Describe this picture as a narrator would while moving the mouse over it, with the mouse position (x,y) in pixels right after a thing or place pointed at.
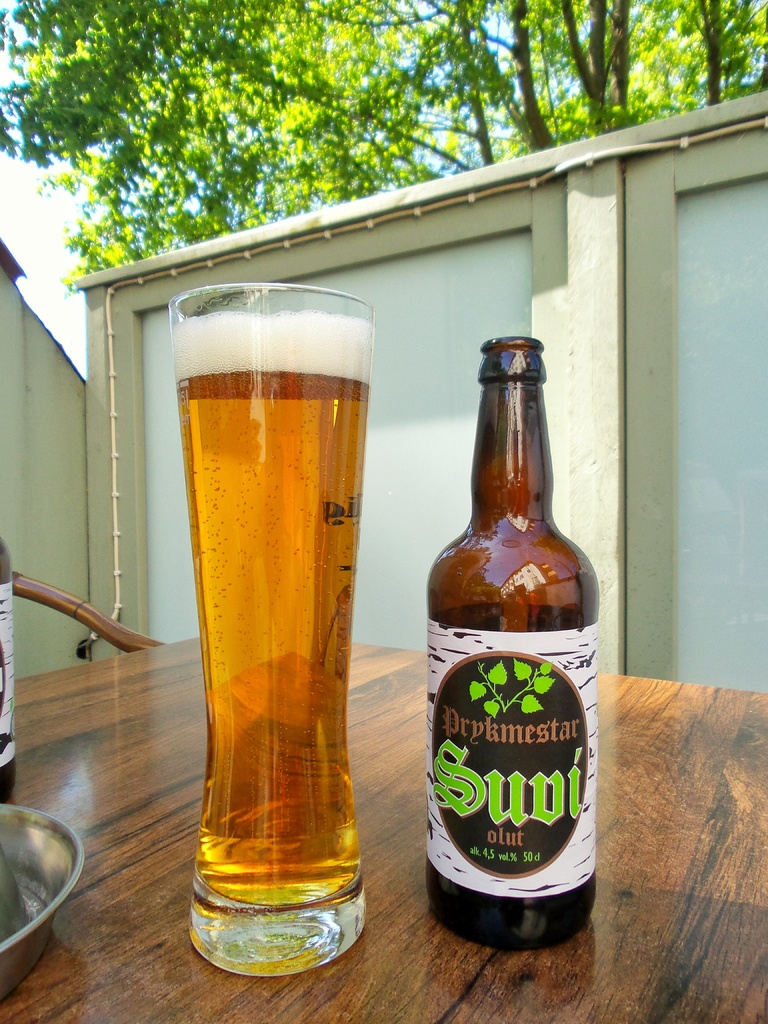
In this image we can see a glass (312,812), bottle (522,592) on the table (621,872). At the background (305,276) we can a building (383,226) and a tree (361,117).
